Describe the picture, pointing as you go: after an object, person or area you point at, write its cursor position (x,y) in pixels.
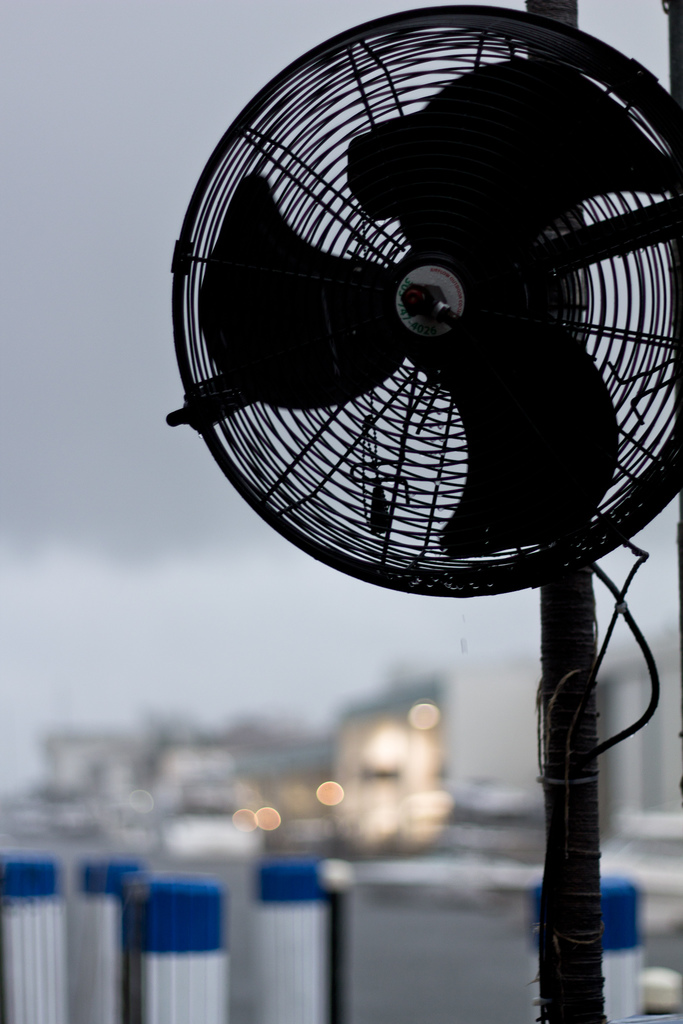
This image consists of a fan (549,471). In the background (638,734), there are buildings (394,799). At the top (111,321), there is sky (116,360).
